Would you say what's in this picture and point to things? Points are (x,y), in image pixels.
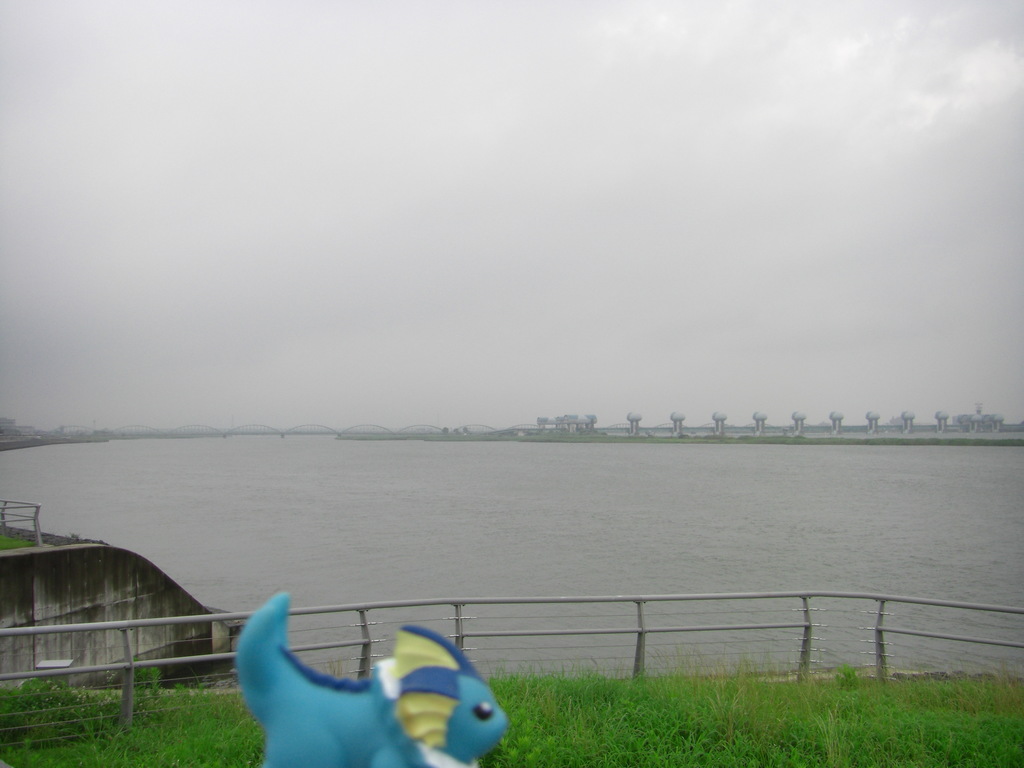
Here in this picture in the front (435,656) we can see a toy (435,687) present and on the ground (517,733) we can see grass (674,717) present all over there and we can see a railing (456,628) present and we can see water (334,603) present all over there and we can also see a bridge (252,425) in the far and we can see clouds (454,234) in the sky (511,189).
